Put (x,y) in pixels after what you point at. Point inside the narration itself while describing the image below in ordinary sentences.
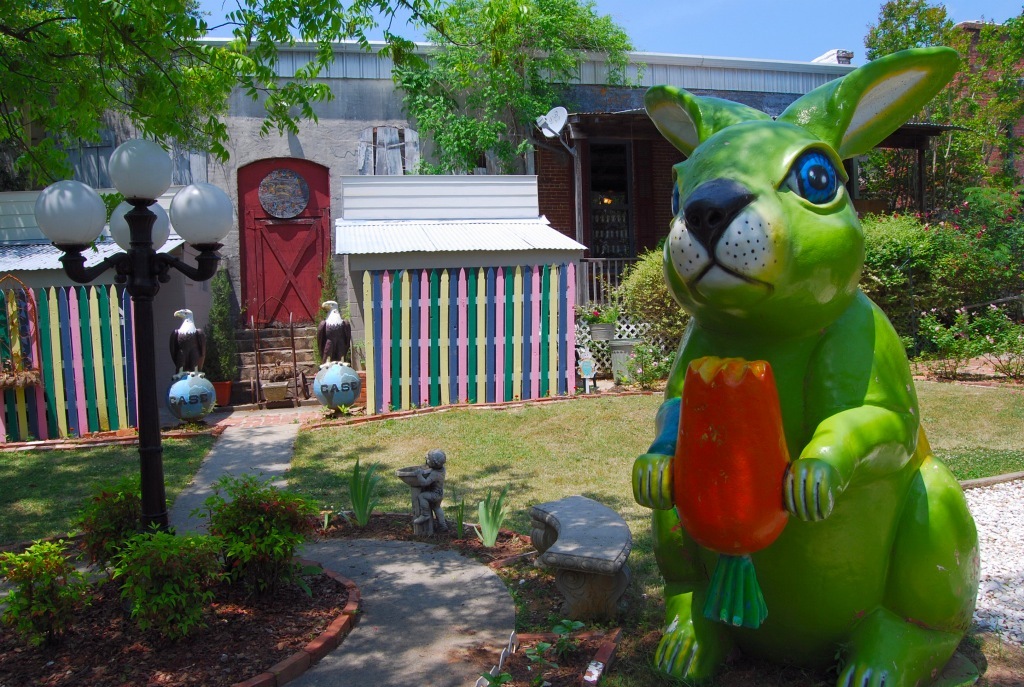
In this picture I can see there is a statue of a rabbit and there are few plants (171,585) at left (156,585), there is a pole (129,214) with lights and there is some grass (377,445), there are trees (989,116) at right (1004,196) and left. There is a building (629,55) in the backdrop (630,241) and the sky (641,31) is clear.
